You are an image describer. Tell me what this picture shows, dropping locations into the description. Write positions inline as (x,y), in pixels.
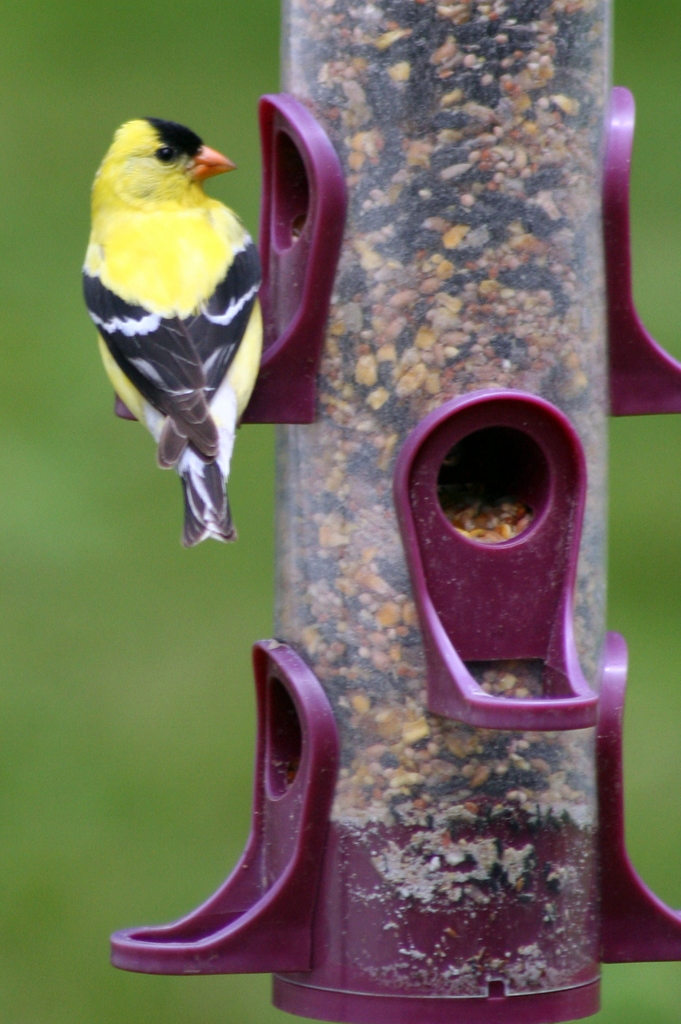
In this picture we can see a bird (98,249), bird feeder (301,289) and in the background (211,46) it is blurry.
